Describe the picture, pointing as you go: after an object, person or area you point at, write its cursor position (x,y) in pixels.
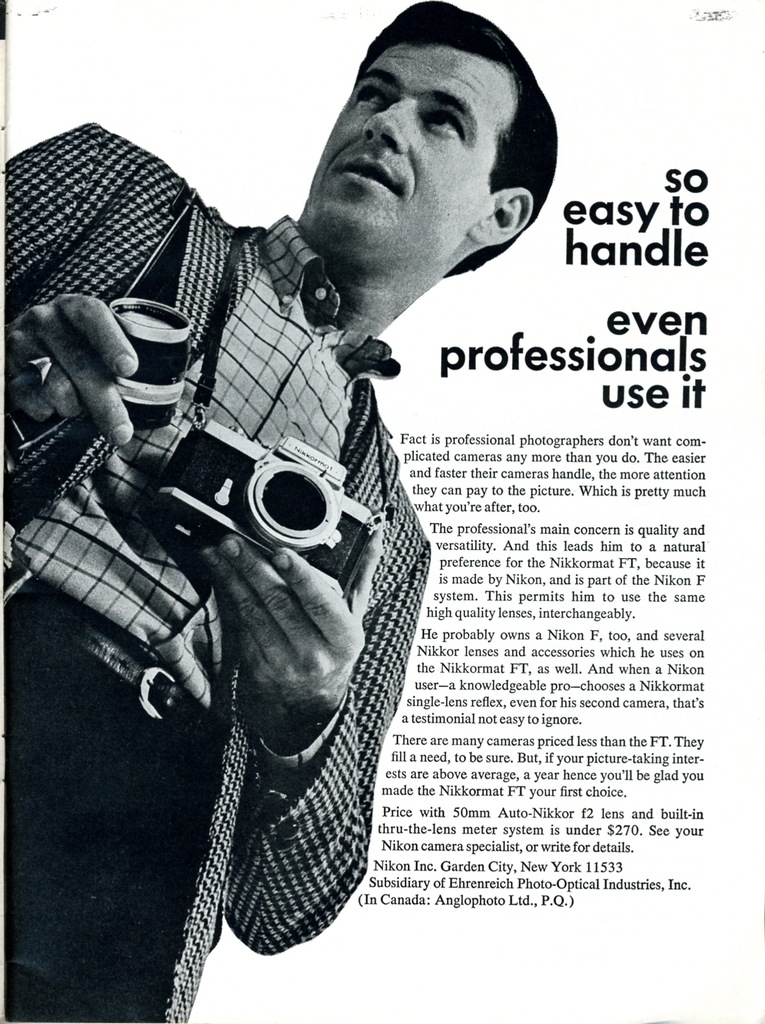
This is a poster and in this poster we can see a man (506,77) holding an object (129,305), camera (202,475) with his hands (93,343) and some text (457,573).
